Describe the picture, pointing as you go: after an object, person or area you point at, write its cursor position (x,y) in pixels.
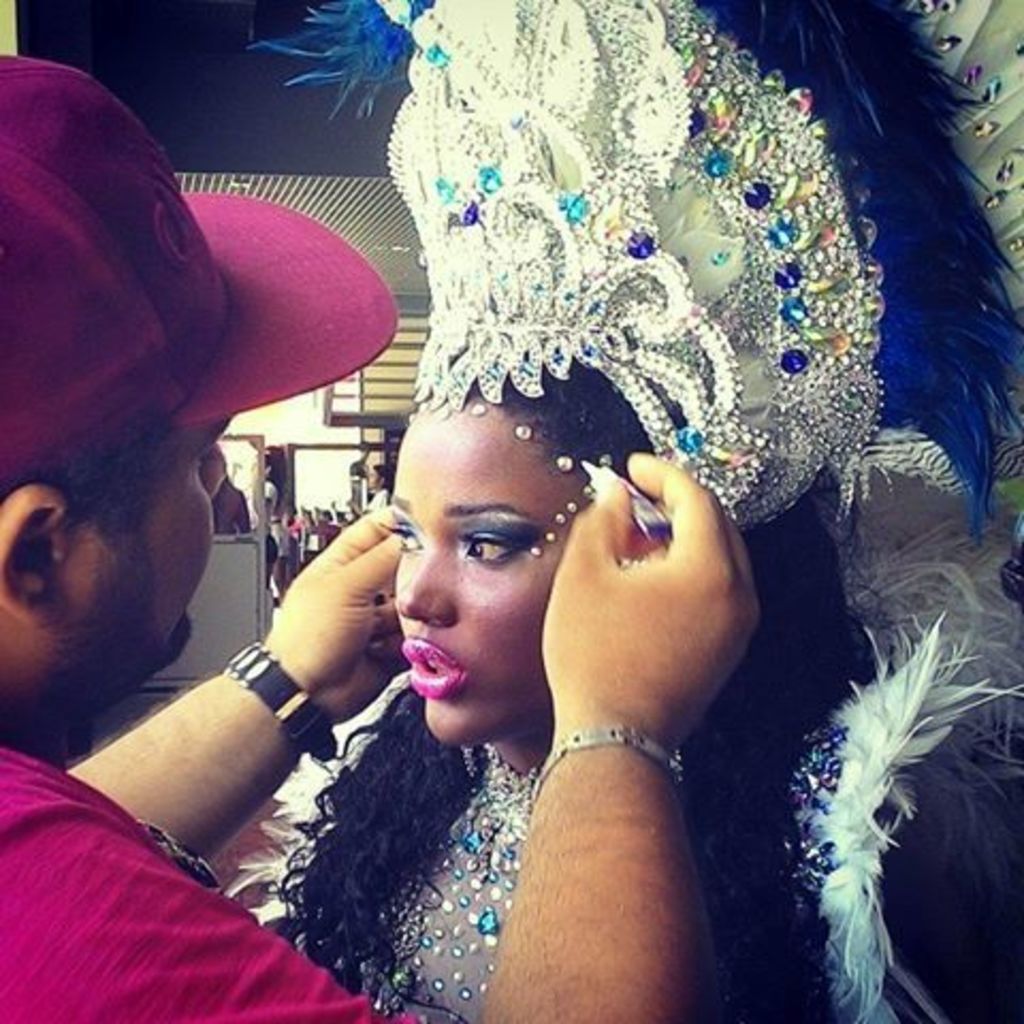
In this image I can see a man (554,617) and a woman (549,588). The woman (549,588) is wearing a costume (313,768). The man (617,846) is wearing a cap (154,274). In the background (352,516) I can see people (314,542), ceiling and other objects (305,477).
